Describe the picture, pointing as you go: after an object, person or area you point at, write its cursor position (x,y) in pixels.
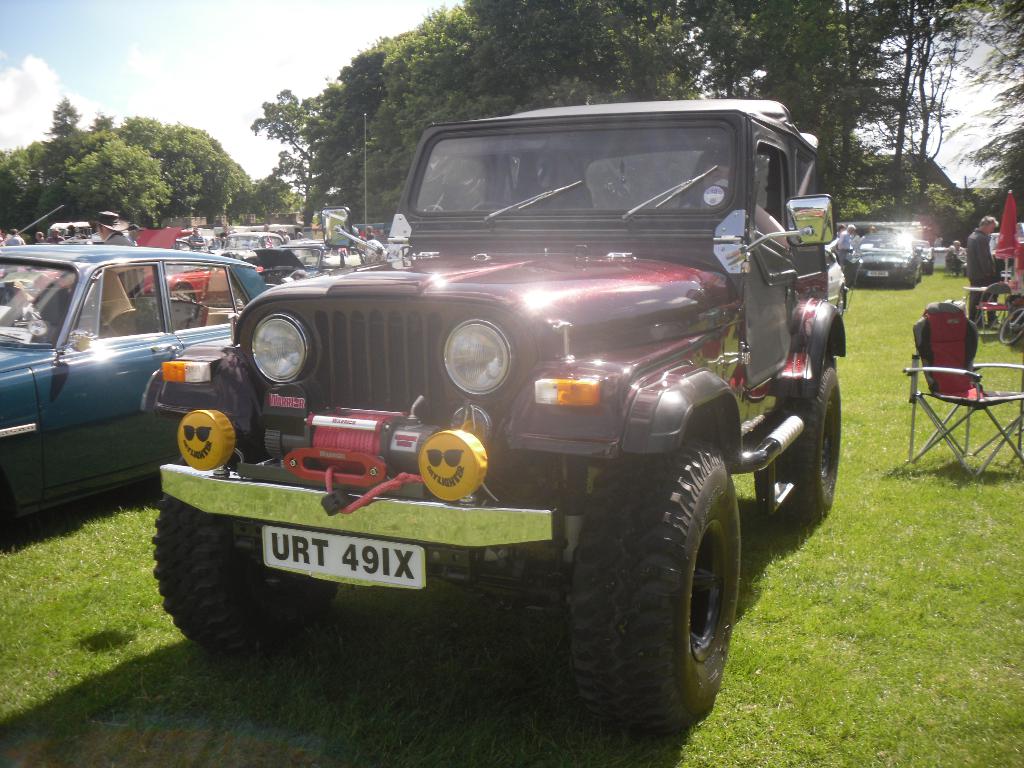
In this image we can see a few vehicles (519,483) on the ground (827,717), there are some trees (24,210), chairs (936,375), people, grass (881,450) and an umbrella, also we can see a building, and in the background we can see the sky (921,131).
